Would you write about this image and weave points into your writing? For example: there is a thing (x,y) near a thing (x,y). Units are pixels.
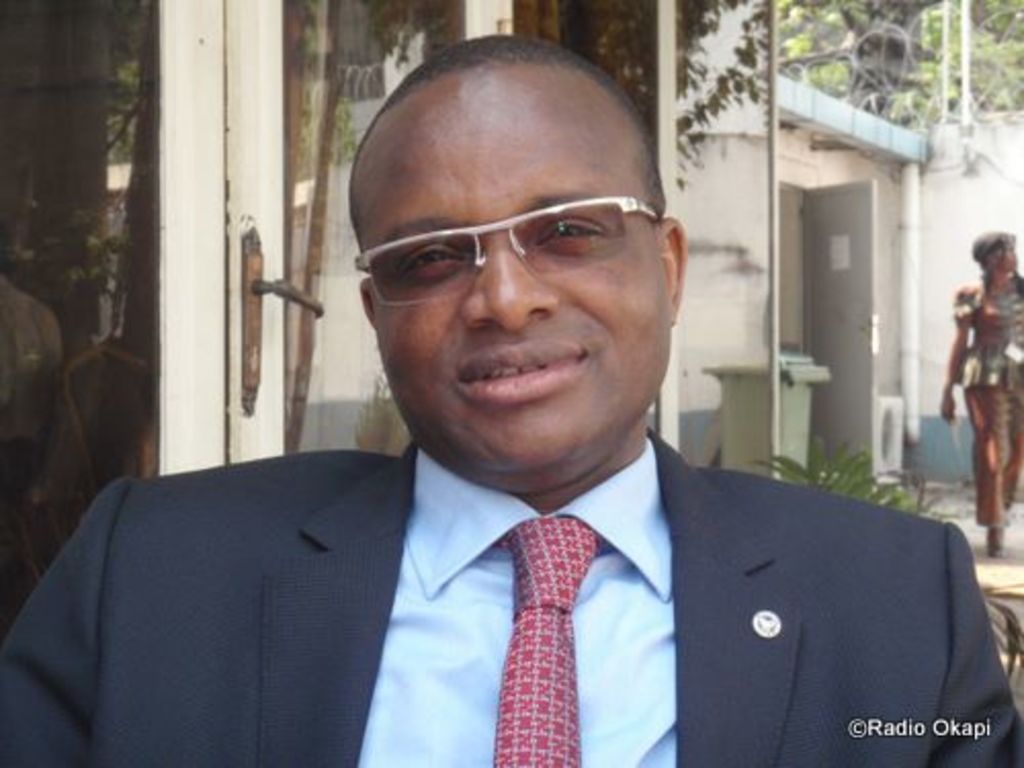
There is a person (526,222) in a suit (374,609) smiling and sitting. In the bottom right (908,727), there is a watermark (952,724). In the background (1006,435), there is a person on the ground (996,572), there is a glass door (264,93), a building (870,134), white color pipe (906,282) near white wall (949,247) and there are trees (826,52).
